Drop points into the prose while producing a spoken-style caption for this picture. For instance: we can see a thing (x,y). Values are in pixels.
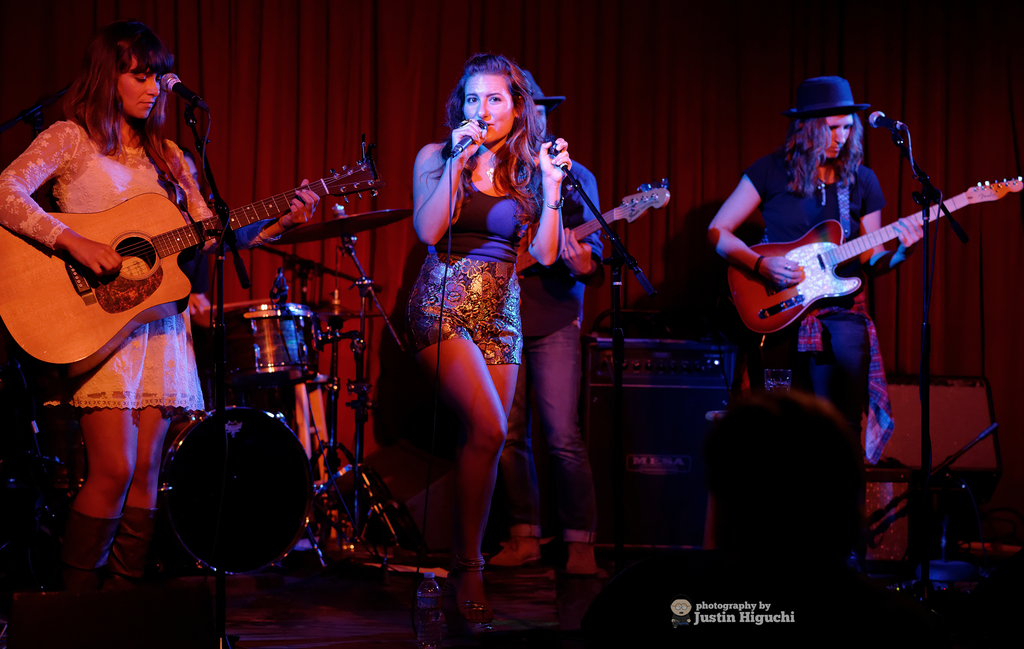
This picture shows a woman (432,270) standing and singing and other women (92,60) on the left (158,356) playing the guitar (144,310).
